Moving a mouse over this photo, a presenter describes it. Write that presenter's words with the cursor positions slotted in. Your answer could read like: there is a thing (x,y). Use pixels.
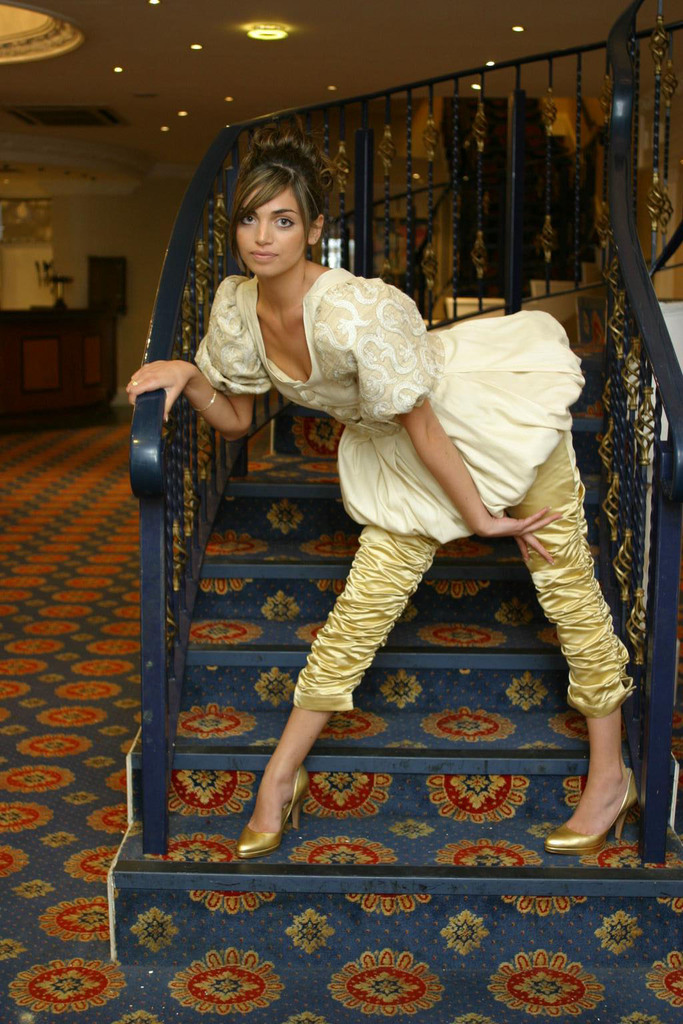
In this image we can see a woman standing on the staircase (565,750). In the background (22,355) we can see cupboards (80,393), wall (140,329), ceiling (142,149), and lights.
